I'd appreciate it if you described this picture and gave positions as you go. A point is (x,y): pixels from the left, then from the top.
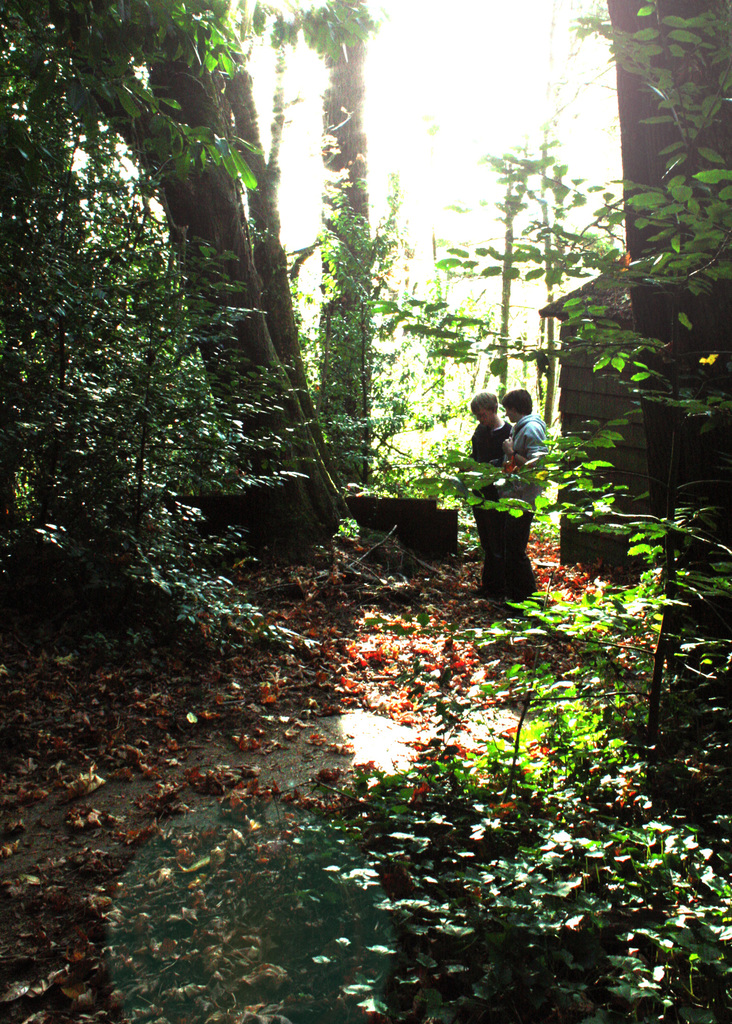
At the bottom of the image (381,773) there are few plants (650,839) and dry leaves (173,883) on the ground (63,712). And in the image there are many trees (326,179) with leaves (157,498). In the middle of the image (486,463) there are two people (507,549) standing.
